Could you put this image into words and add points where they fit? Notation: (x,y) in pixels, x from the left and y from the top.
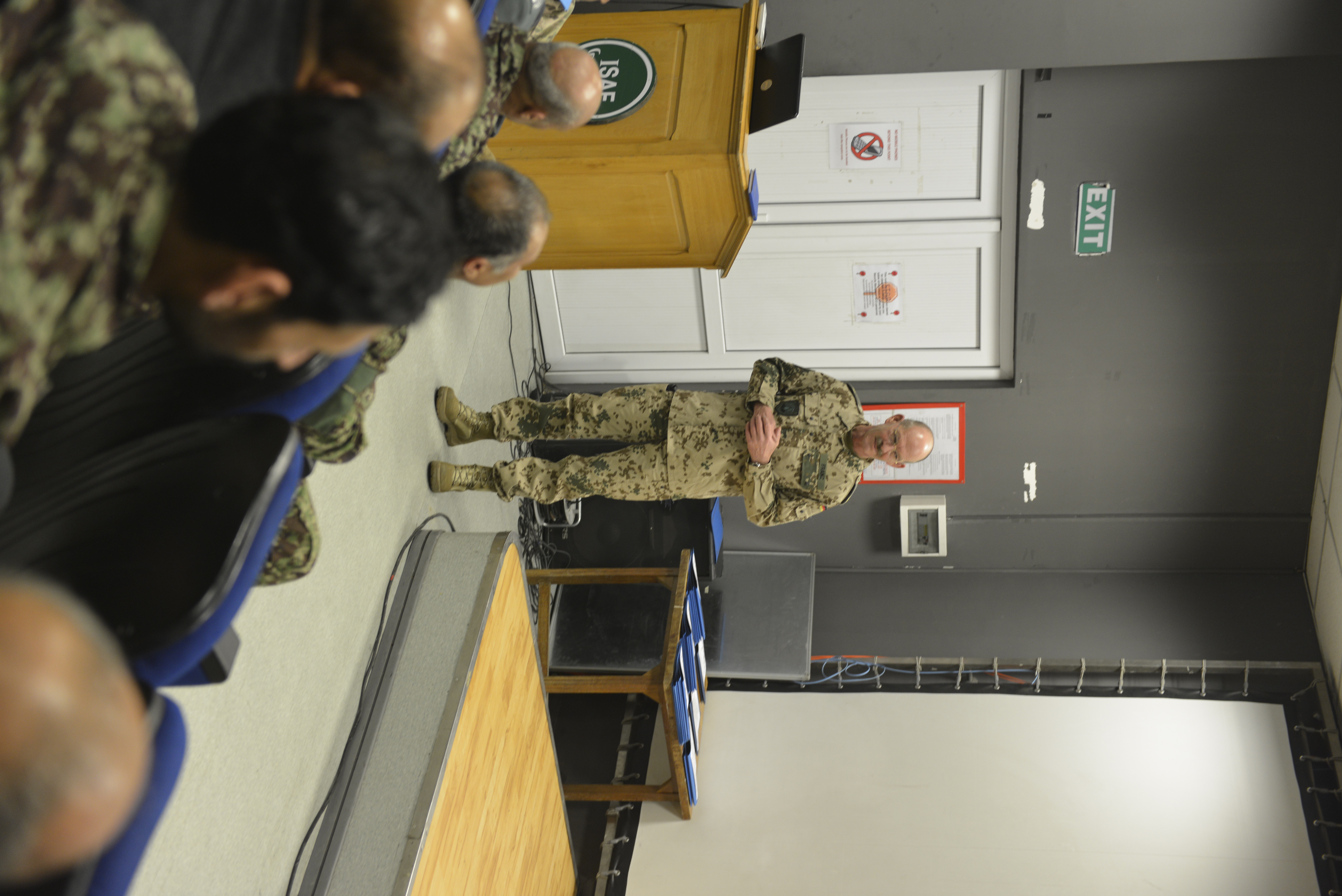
The image is taken in the room (487,494). In the center of the image (593,481) there is a man (649,488) standing, he is wearing a uniform (713,457). On the left (52,189) there are people (261,361) sitting on the chairs (229,556). In the center of the room (676,216) there is a podium (659,137). In the background (852,213) there is a door (953,268) and wall (1197,341).
